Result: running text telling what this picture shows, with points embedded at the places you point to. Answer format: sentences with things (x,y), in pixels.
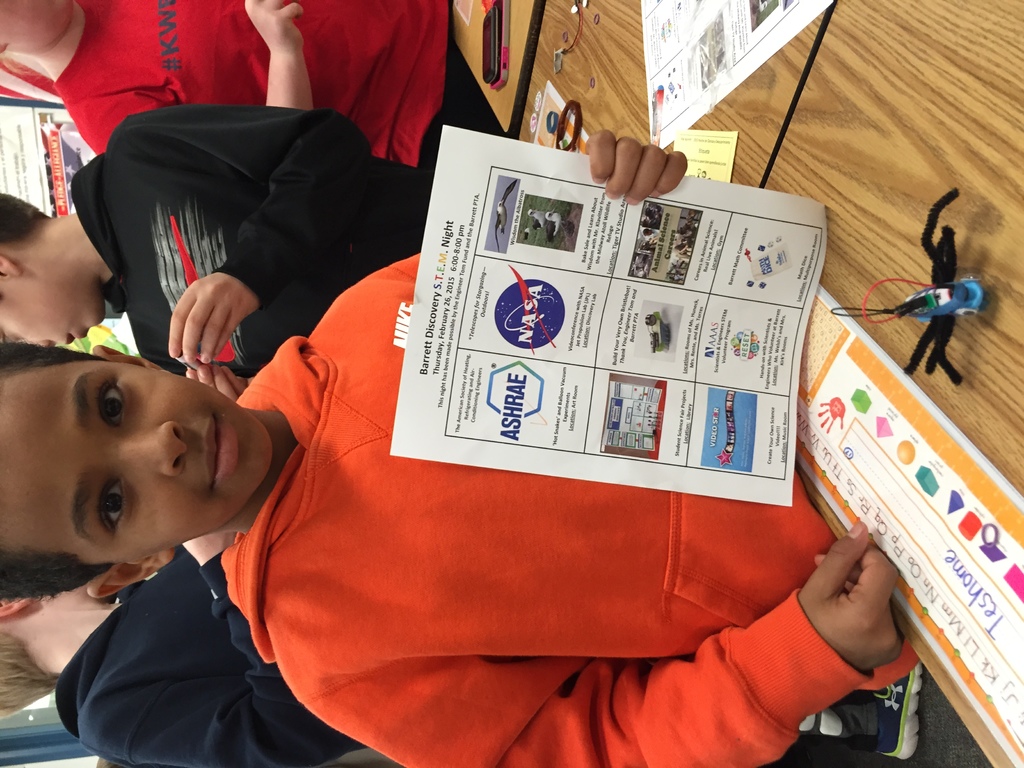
In this image we can see people (645,150), posters (566,248) with some text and we can also see the wooden object (772,123).
